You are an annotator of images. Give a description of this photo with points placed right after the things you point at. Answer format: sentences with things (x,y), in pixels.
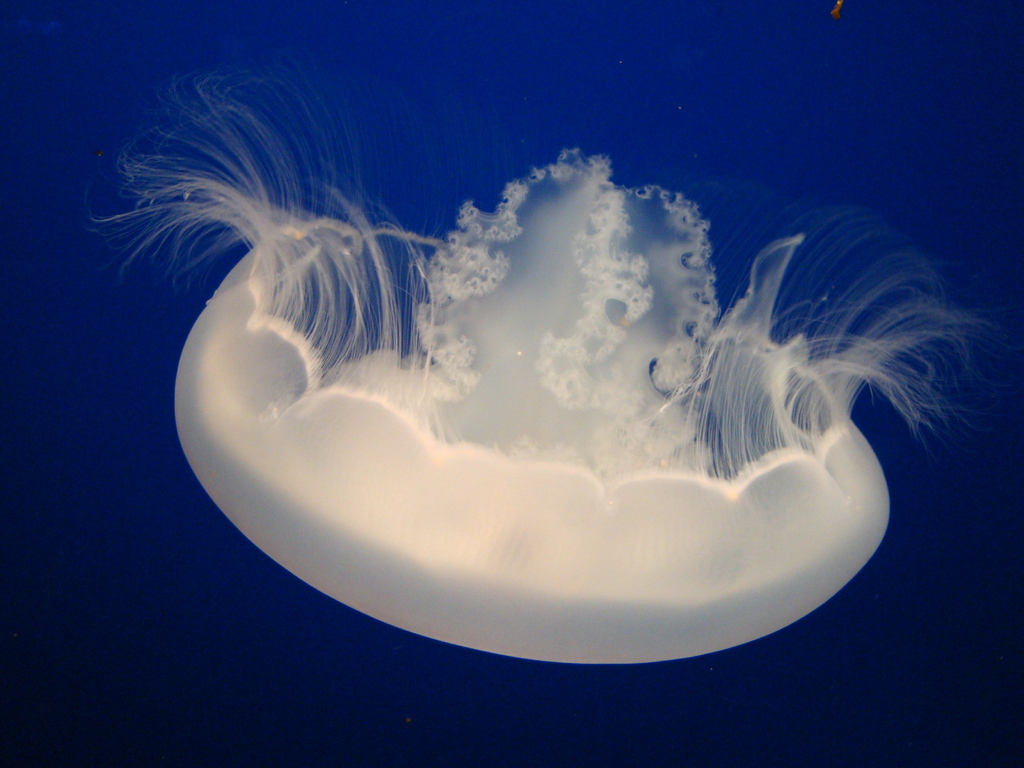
In the middle of this image (647,412), there is a white color jellyfish (264,413) in the water (192,293). And the background (12,35) is blue in color.
